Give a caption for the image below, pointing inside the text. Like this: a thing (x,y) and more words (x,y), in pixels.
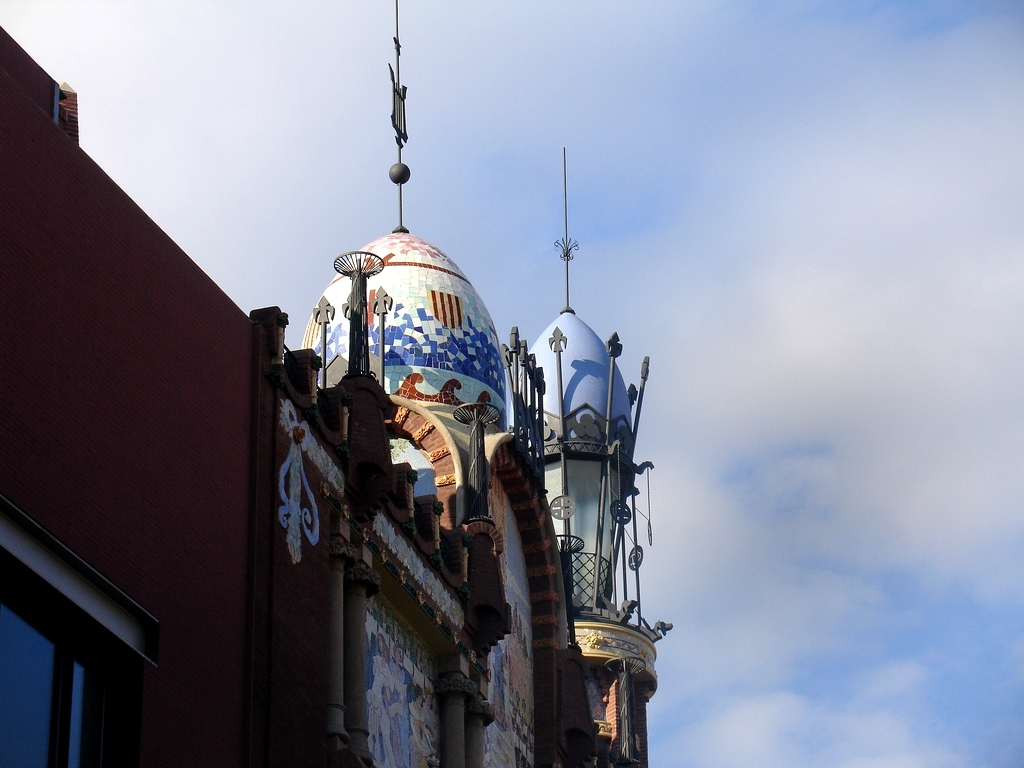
At the top (206,14) there is a sky (767,250). On the left side of the picture (140,563) we can see a building (271,605). At the top of the building (422,321) we can see a dome (446,342) with multi colors.
